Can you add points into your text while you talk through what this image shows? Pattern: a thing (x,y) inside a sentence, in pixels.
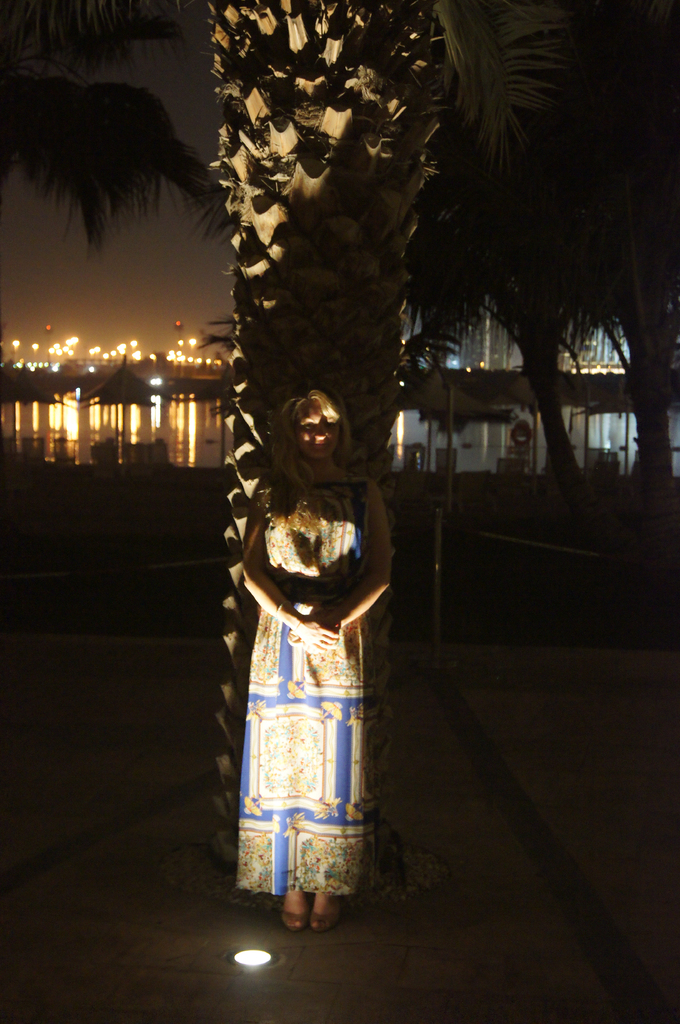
In this picture we can see a woman (257,544) standing on the floor (386,899), trees (452,277), lights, umbrella (121,372), water (131,421), building (502,360) and some objects (475,478) and in the background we can see the sky (127,251).
